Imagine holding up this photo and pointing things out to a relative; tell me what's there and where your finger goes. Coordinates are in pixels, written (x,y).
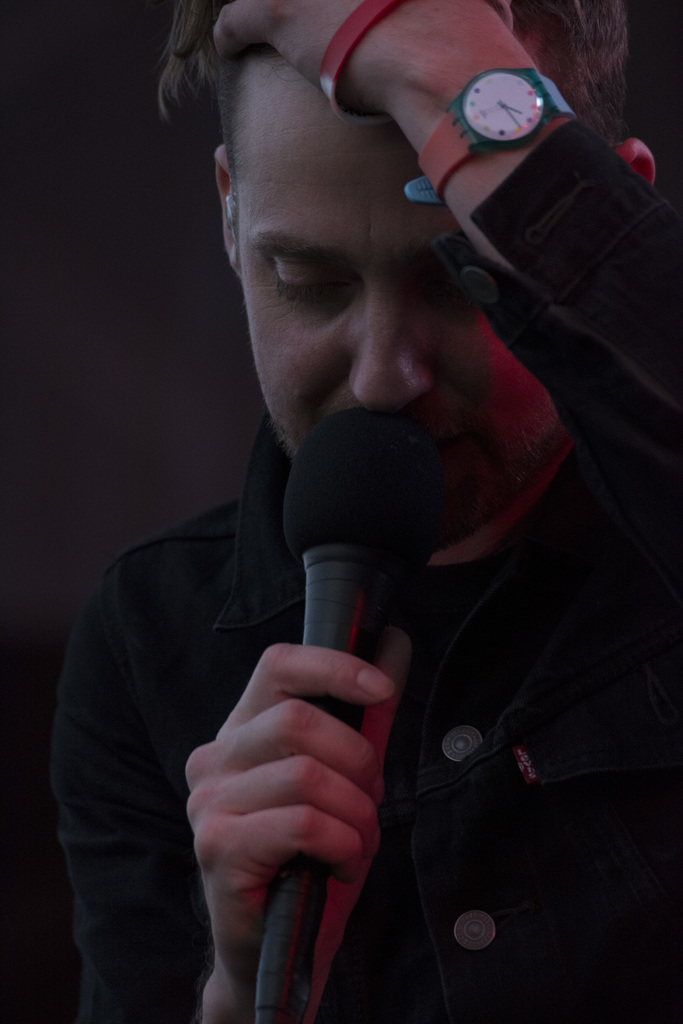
In this image i can see a man (460,553) is holding a mic (354,721) and wearing a watch (485,138) in his hands (482,162).
